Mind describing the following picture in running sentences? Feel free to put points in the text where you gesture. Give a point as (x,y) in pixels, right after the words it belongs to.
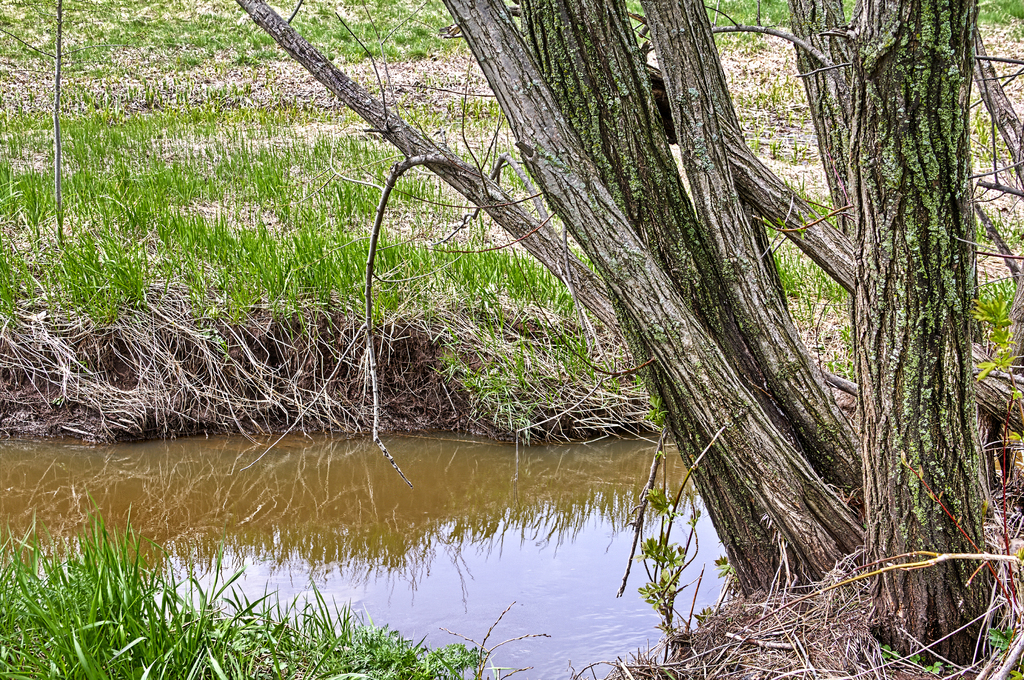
In this picture I can see water (489,452), grass (468,231) and tree trunks (948,0).
